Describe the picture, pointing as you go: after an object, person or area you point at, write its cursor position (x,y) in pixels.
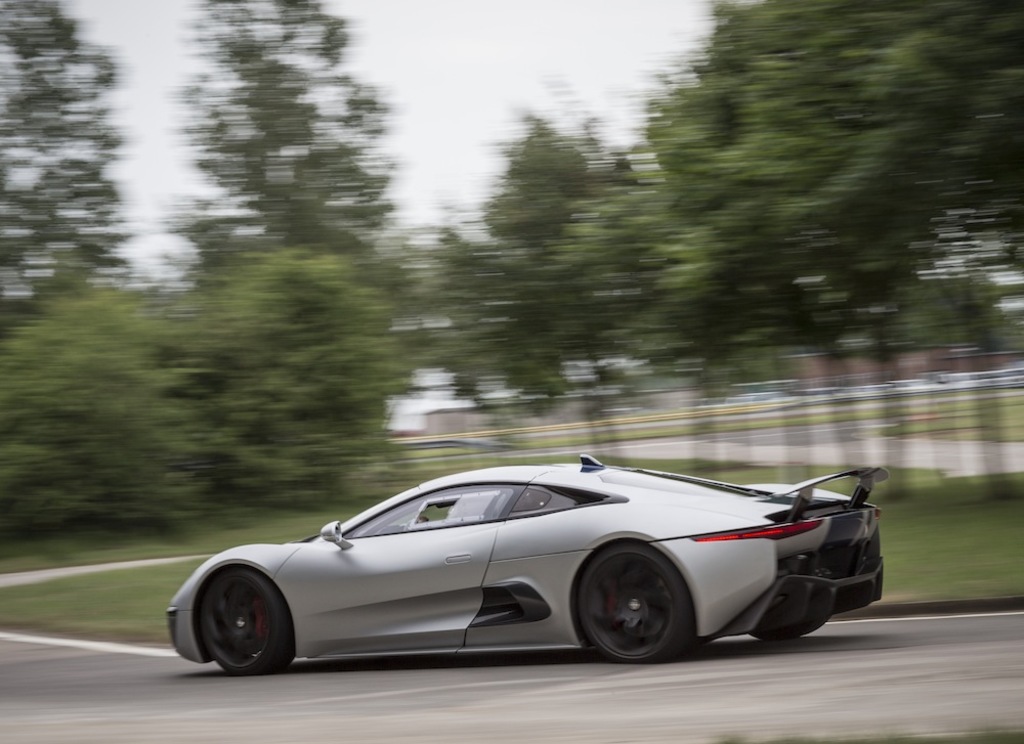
In this image there is a car (535,578) passing on the road (563,681), behind the car (440,518) there are trees (500,348) and buildings (470,423).
